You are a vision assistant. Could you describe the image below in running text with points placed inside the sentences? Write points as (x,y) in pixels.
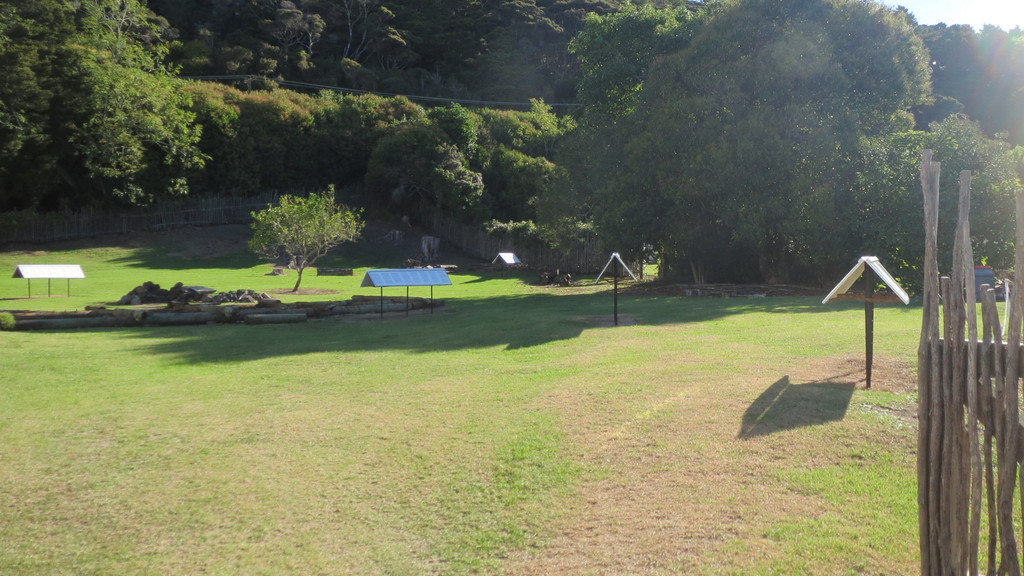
In this image, on the right side (961,268), we can see some sticks (994,390). On the right side (903,289), we can also see a hut (884,271) and a pole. On the left side (70,287), we can see three poles (30,289) and a metal roof (54,267). In the background (609,281), we can see a hut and a pole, trees (984,246), house (498,262), plants (974,187). At the top (965,19), we can see a sky (925,9), at the bottom (353,452), we can see a grass (218,444).
